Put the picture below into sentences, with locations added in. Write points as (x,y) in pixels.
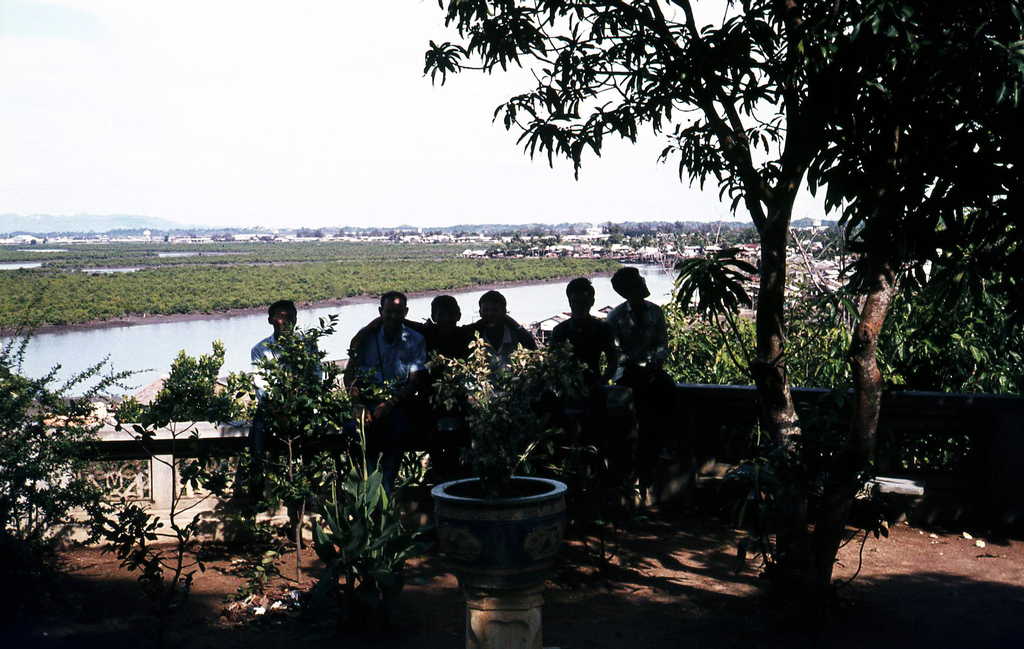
In this picture there are men (671,402) in the center of the image (591,363) and there are trees (753,64) on the right (941,218) and left side of the image (18,392), there is water (430,307) in the center of the image (544,314).
